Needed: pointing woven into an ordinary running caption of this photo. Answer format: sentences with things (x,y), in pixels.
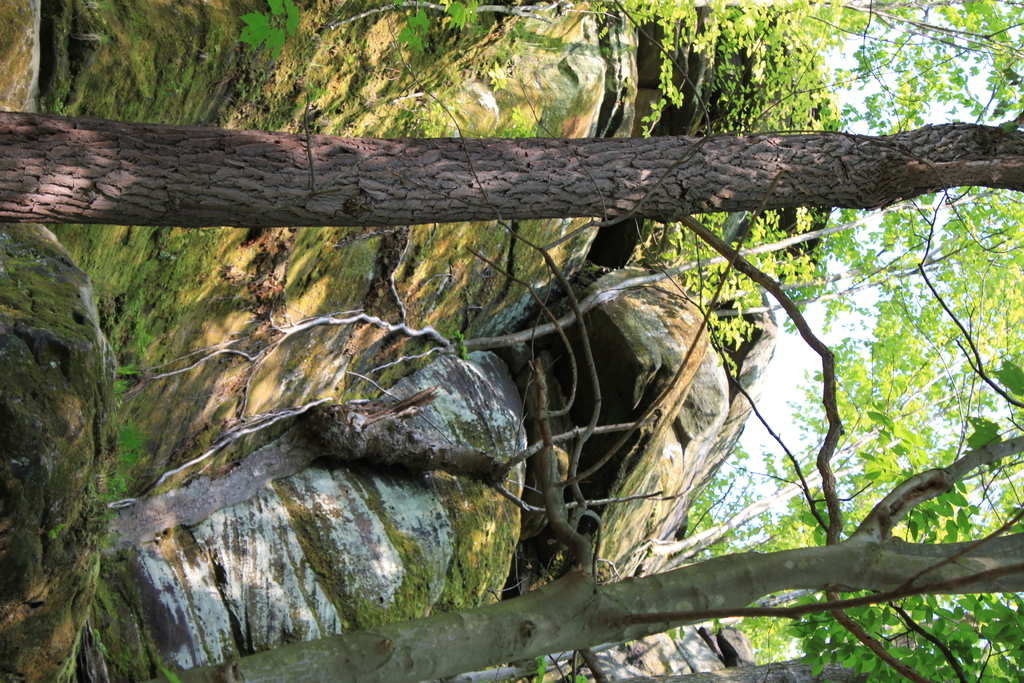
In this image we can see rocks (505,303), trees (865,430) and sky (805,400).
